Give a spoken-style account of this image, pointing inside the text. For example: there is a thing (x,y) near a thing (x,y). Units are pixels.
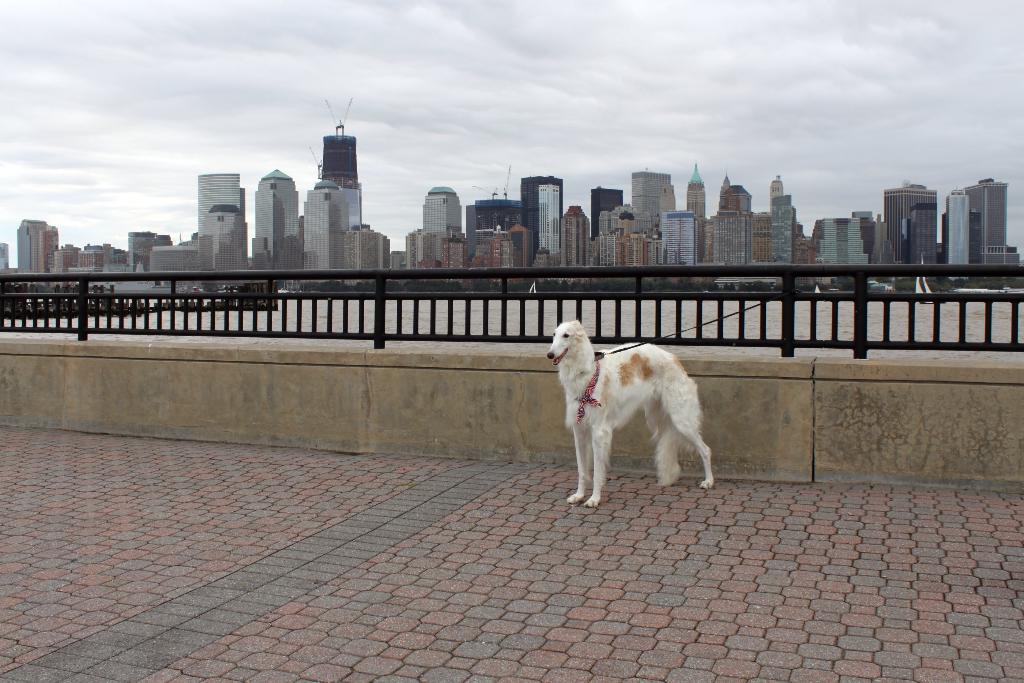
The picture is taken outside a city (485,266). In the foreground of the picture (487,542) there is pavement (763,515), railing (209,296) and a dog (614,378). In the center of the picture (662,308) there is water (481,309). On the other side of the water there are buildings (522,231). Sky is cloudy.
